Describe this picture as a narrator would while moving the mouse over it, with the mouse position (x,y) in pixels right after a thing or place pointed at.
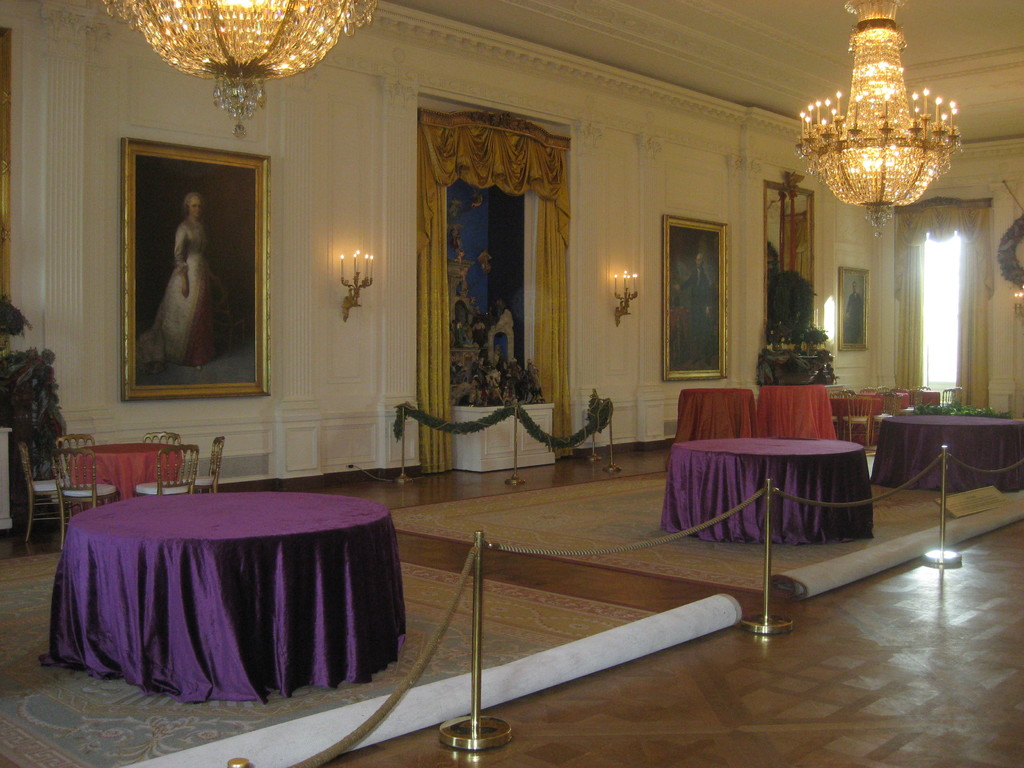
This is the picture of a room (655,464). In this image there are tables (96,543) which are covered with purple and red color clothes (71,622) and there are chairs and plants (424,423). In the foreground (768,541) there is a railing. At the back (990,299) there are frames (202,213) on the wall (98,328) and there are candles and curtains (977,245) on the wall (998,208). At the top (882,55) there are chandelier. At the bottom (142,718) there are mats (153,705).
